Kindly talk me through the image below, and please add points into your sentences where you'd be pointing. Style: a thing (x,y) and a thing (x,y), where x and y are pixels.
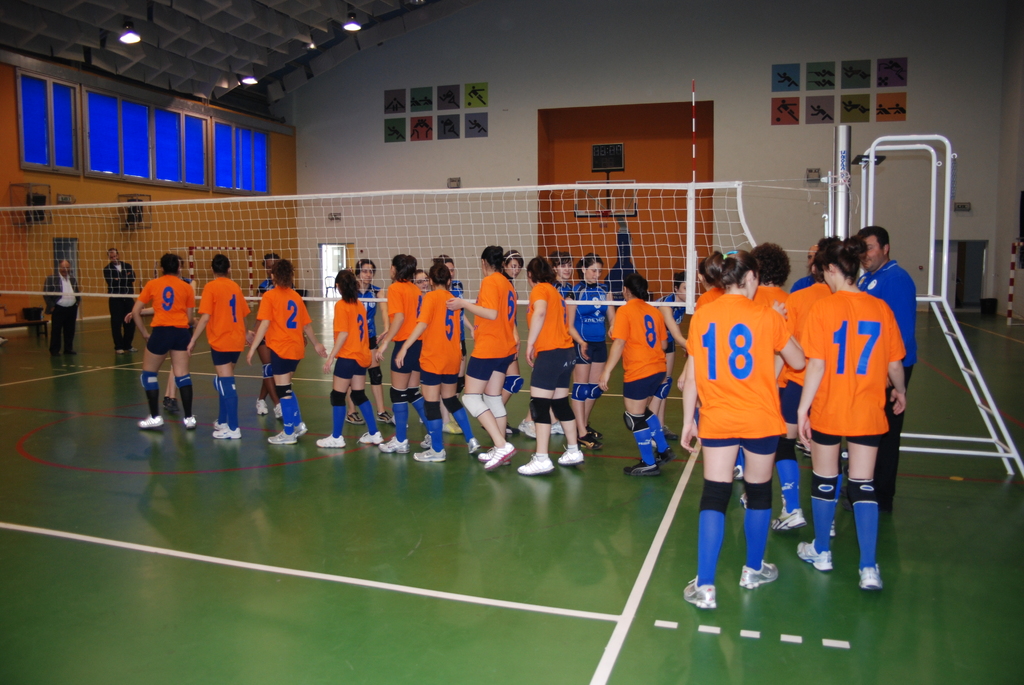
In this picture there are girls (854,318) in the center of the image (652,397), those who are walking in series and there is a net (401,221) in the center of the image (528,242), there are windows (172,169) and lights (136,40) on the left side of the image (52,141), there are two men (72,302) on the left side of the image (88,261) and there are posters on the wall (583,160), there is a net (689,203) in the center of the image (386,258).
